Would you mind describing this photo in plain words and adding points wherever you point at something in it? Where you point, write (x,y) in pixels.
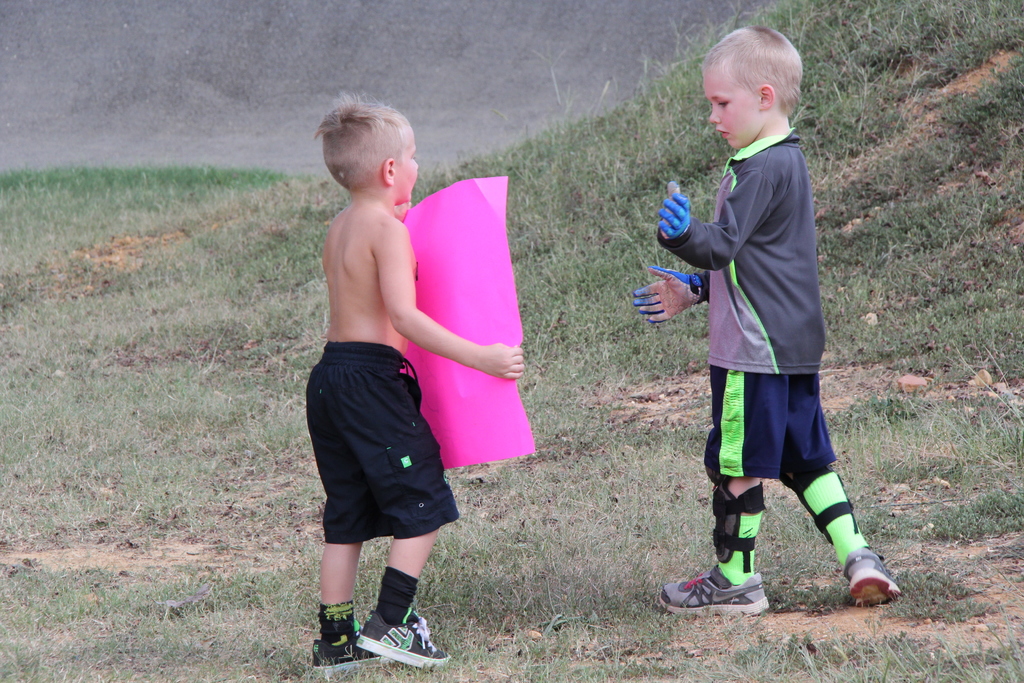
As we can see in the image there is grass (157,367) and two boys (412,261) over here. The boy (411,137) who is standing here is holding pink color sheet (456,397) in his hand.
